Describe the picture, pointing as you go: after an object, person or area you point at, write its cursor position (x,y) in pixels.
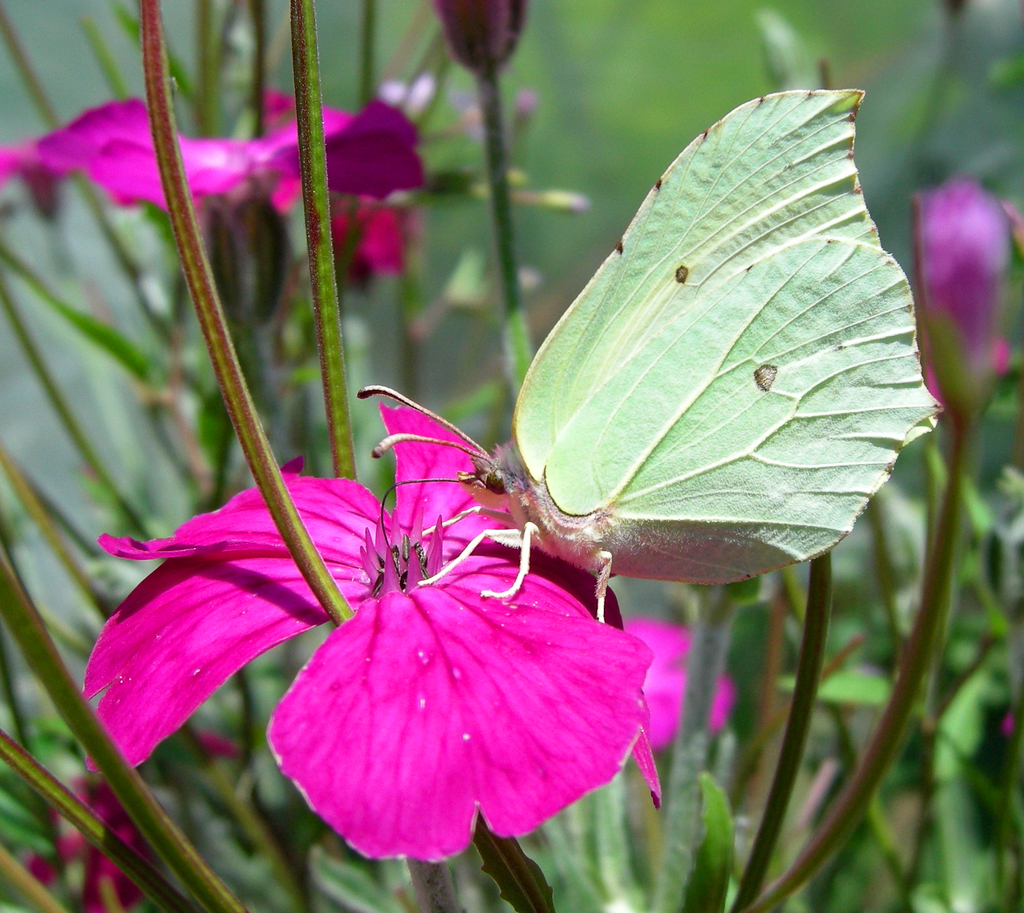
In this image we can see plants (929,540) with flowers (469,644). On the flower (521,596) there is a butterfly (700,417). In the background (1,132) it is blur.
